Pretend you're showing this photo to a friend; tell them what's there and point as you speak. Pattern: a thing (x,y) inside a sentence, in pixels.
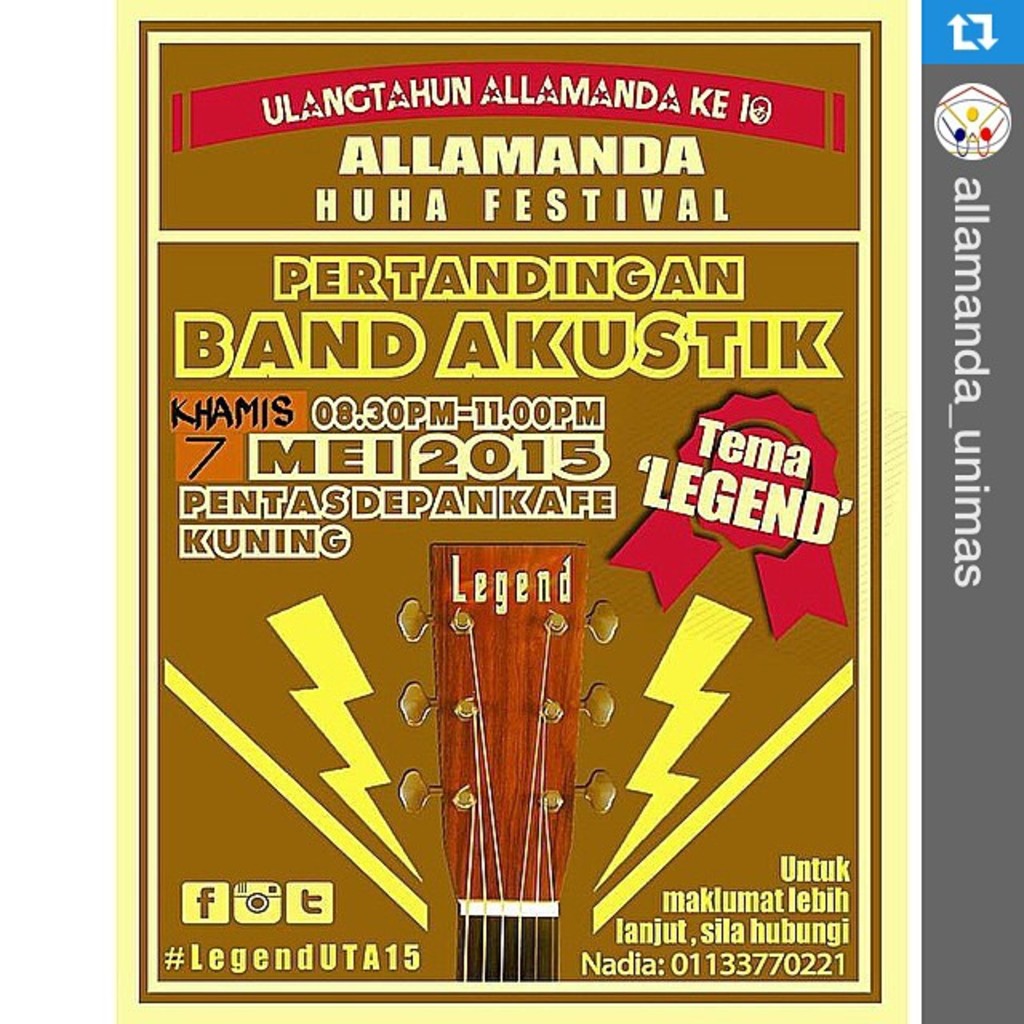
In this image, we can see a poster (862,263), on that poster (891,665) there is some text (350,404) printed.
